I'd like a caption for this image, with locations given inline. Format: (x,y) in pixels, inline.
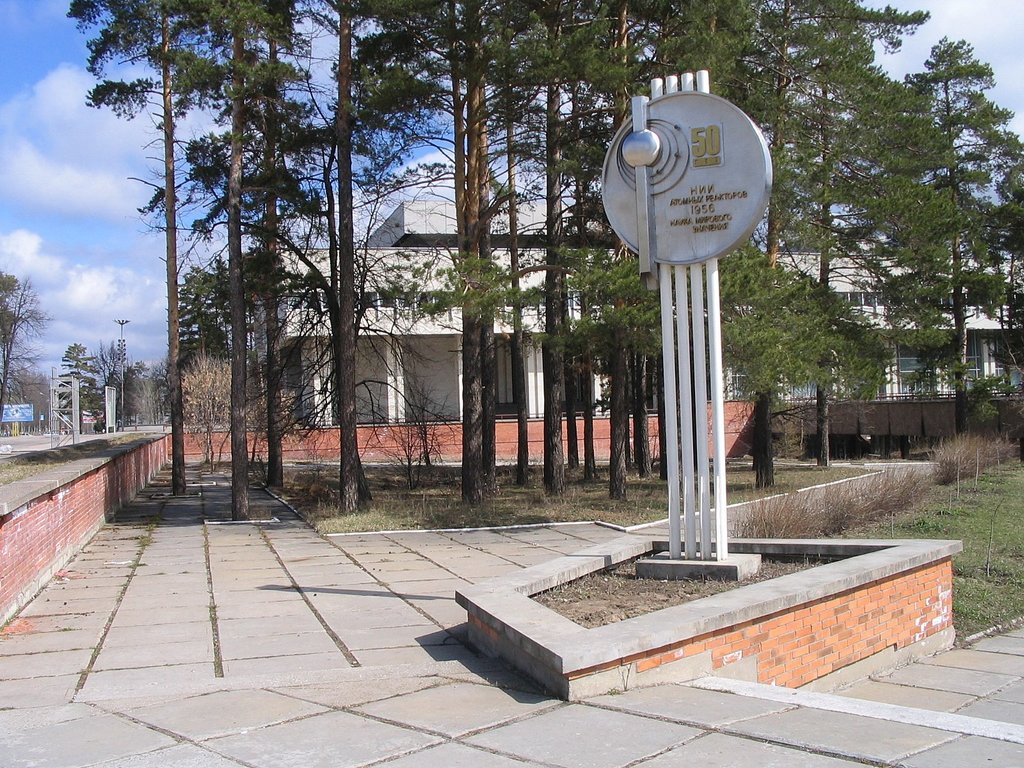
In this image, we can see a floor (54,764), there is a small wall (95,468) and there are some green color trees (611,309), in the background (428,334) there is a house (436,284), there is a blue color sky (150,230) and there are some white color clouds (72,141).
